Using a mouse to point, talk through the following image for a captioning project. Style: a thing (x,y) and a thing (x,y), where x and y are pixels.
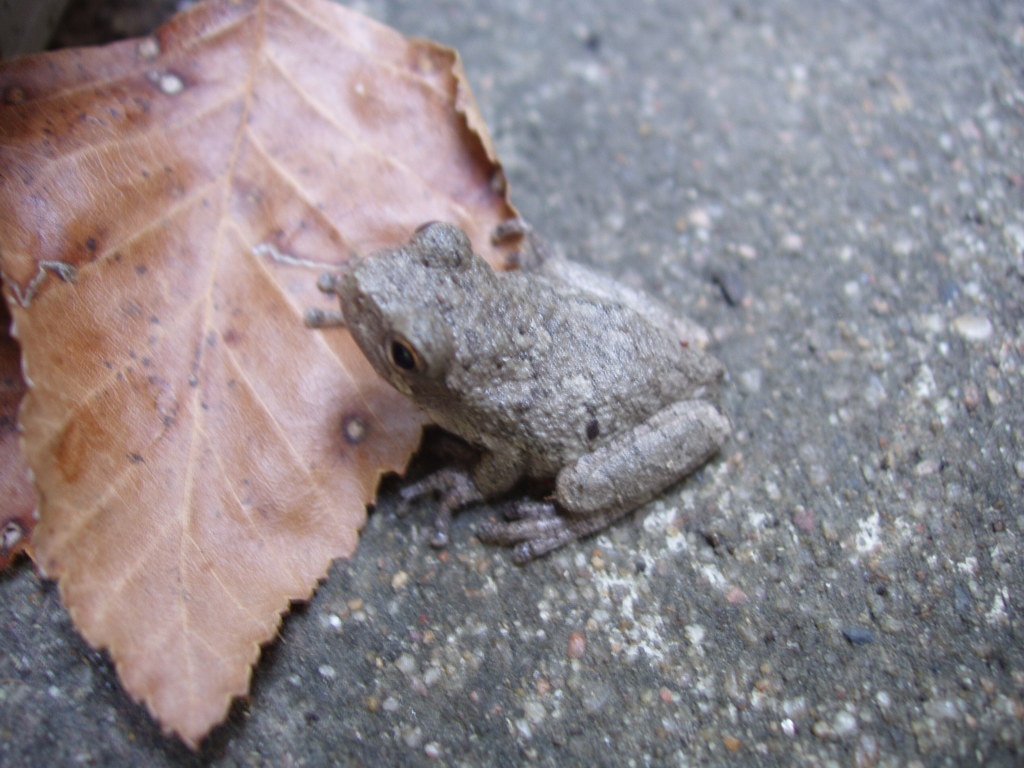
In the image we can see a frog (626,296). Behind the frog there is leaf (8,78).
